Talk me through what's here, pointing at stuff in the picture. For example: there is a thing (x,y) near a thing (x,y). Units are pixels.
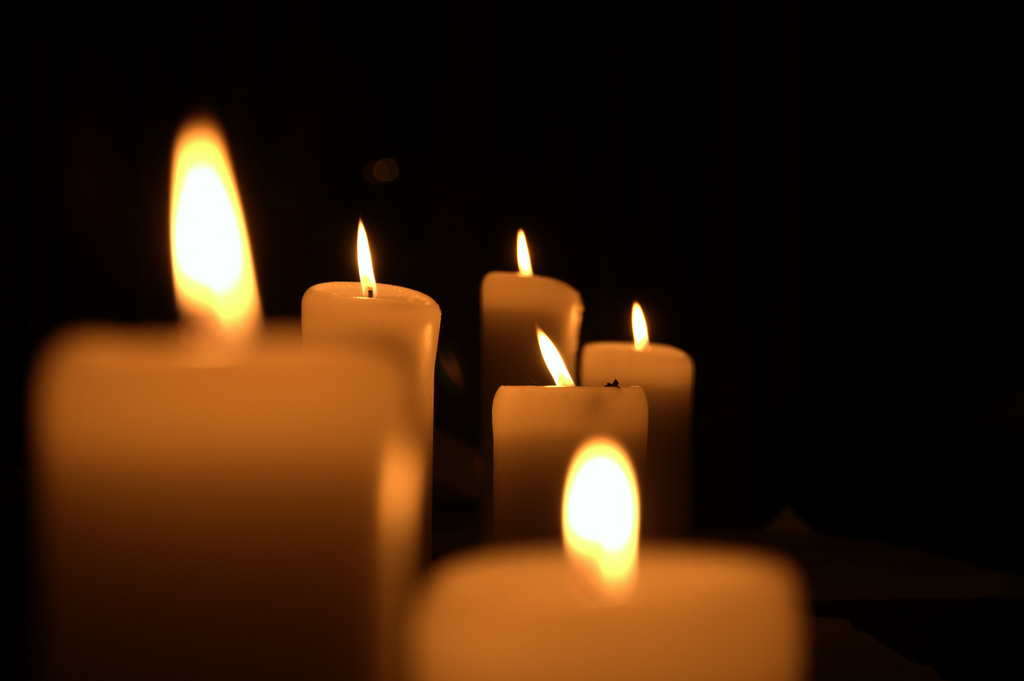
In this image I can see few candles (623,503). The background (637,106) is in black color.
